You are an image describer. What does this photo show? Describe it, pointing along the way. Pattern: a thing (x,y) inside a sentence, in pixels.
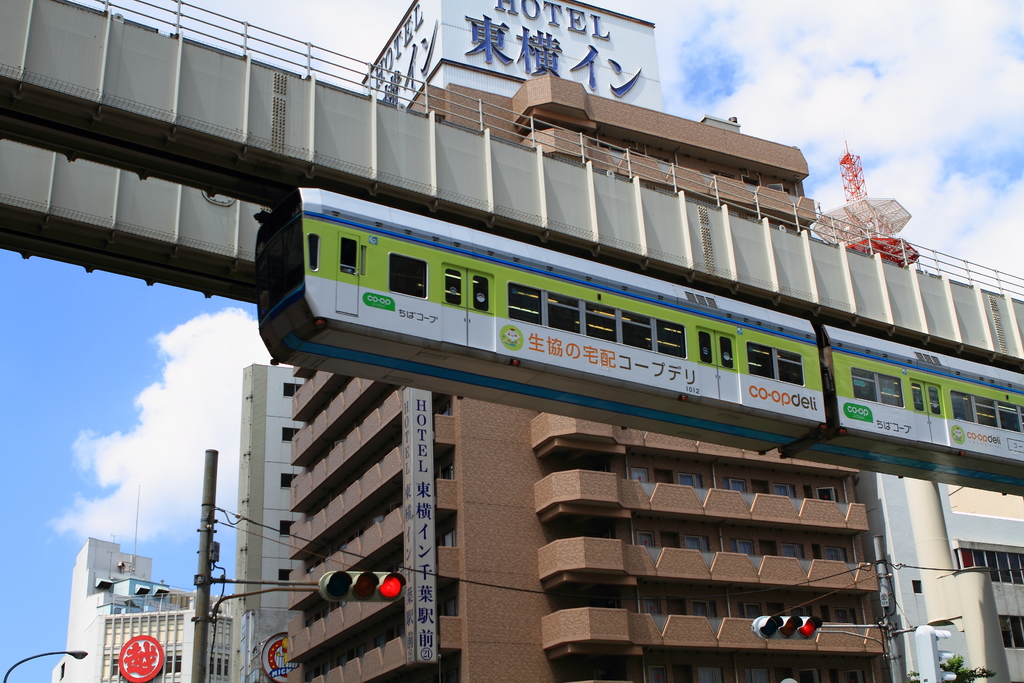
These are the buildings (720,507) with the windows (1001,566). I can see the traffic signals (330,577), which are attached to the poles (883,577). This is a train (357,311), which is on the rail track (249,127). I can see a name board (539,67), which is at the top of the building (562,86). This looks like a tower (867,211). These are the clouds (197,373) in the sky (160,343).
